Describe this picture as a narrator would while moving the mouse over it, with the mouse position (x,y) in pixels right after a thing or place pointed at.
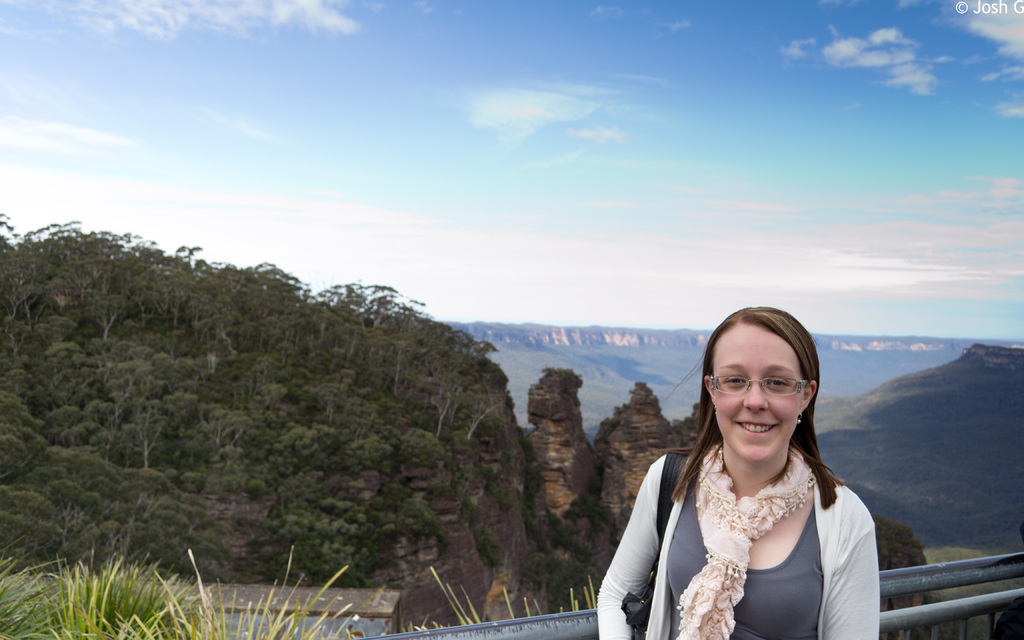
On the right side of the image (711,533) we can see a lady (736,530) standing and smiling. At the bottom (981,577) there is a fence (948,583). In the background (897,356) there are hills (897,370) and sky (479,202).
